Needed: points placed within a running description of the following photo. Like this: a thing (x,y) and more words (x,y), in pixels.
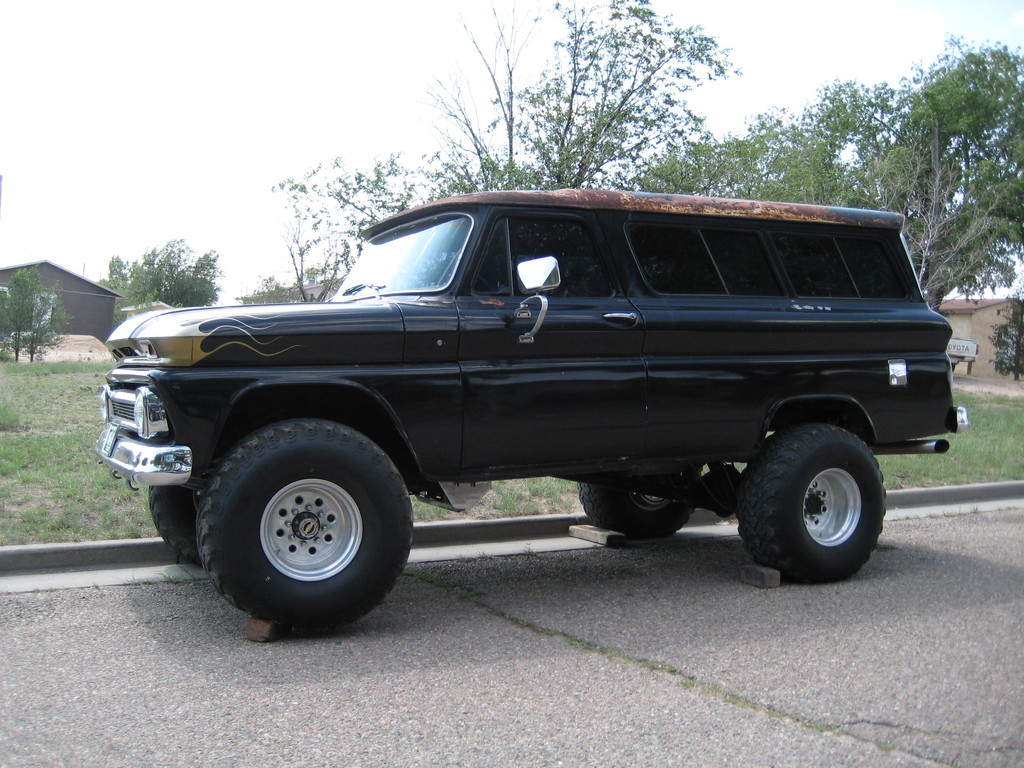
In this image there is black color truck (447,455) on the floor (385,598). In the background (97,315) there is a house (61,306) on the left side (58,301). On the right side (815,157) there are trees (574,151). At the top (309,38) there is the sky (247,62). On the ground (78,442) there are small plants (33,445). On the right side (958,331) there is another house (976,337).
